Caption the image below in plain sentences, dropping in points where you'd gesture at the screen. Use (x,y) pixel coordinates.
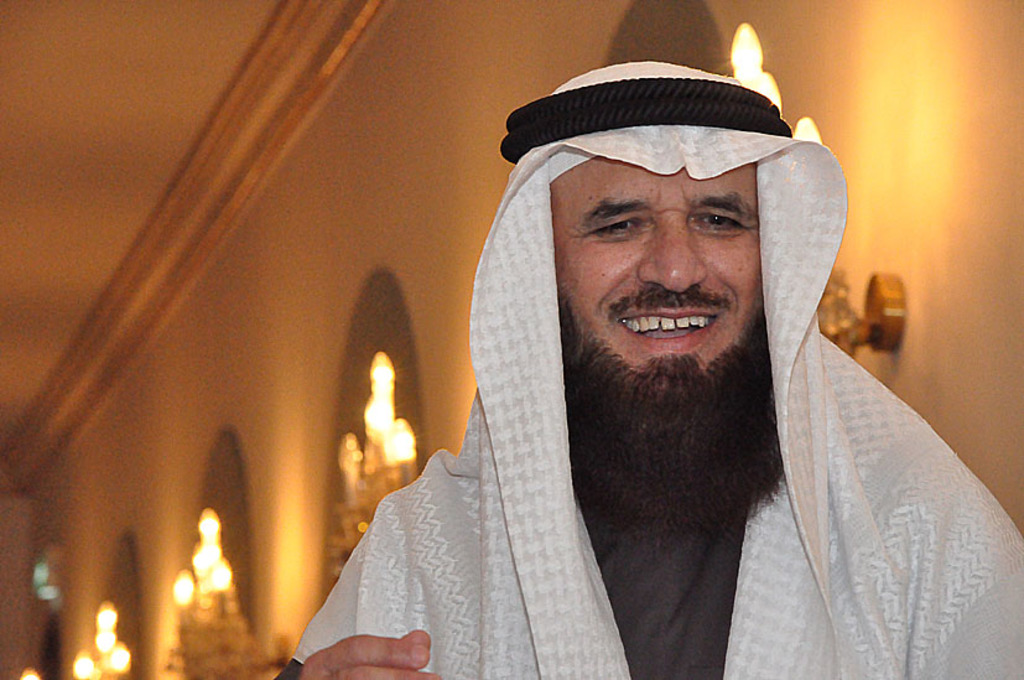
In this picture there is a man (671,328) smiling. In the background of the image (416,335) it is blurry and we can see lights (204,532) and wall (139,413).
